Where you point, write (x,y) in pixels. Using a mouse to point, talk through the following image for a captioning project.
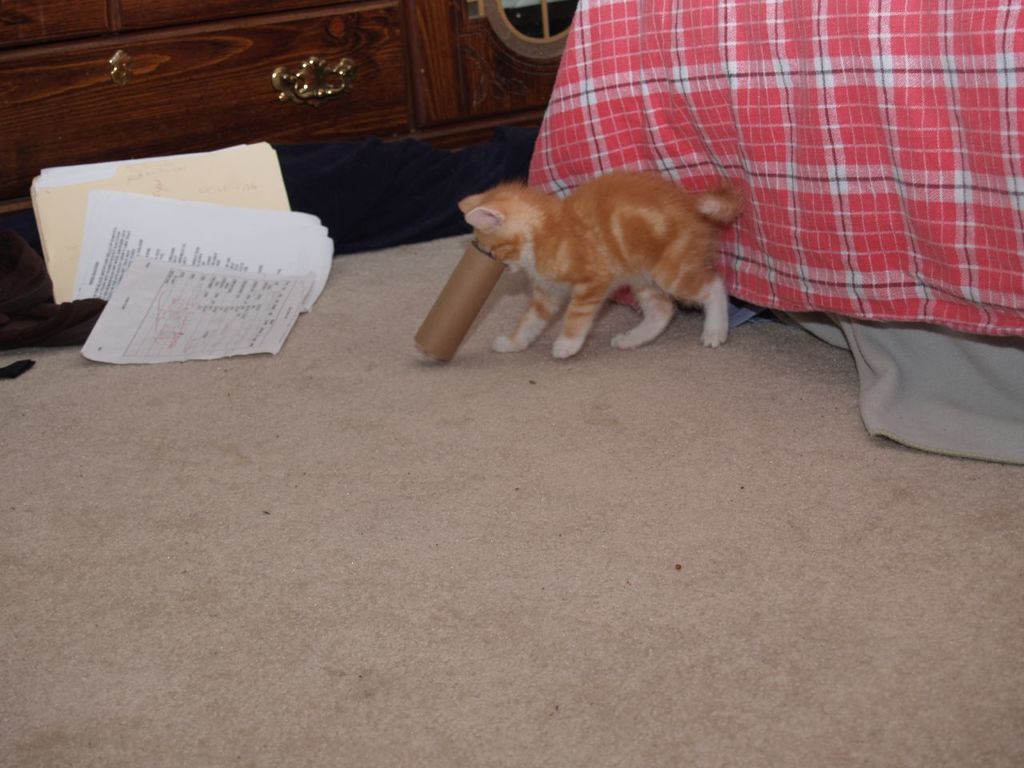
In this picture we can see a cat (697,268) on the floor (458,383), papers (218,277), clothes (435,179), wooden object (241,50) and some objects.
